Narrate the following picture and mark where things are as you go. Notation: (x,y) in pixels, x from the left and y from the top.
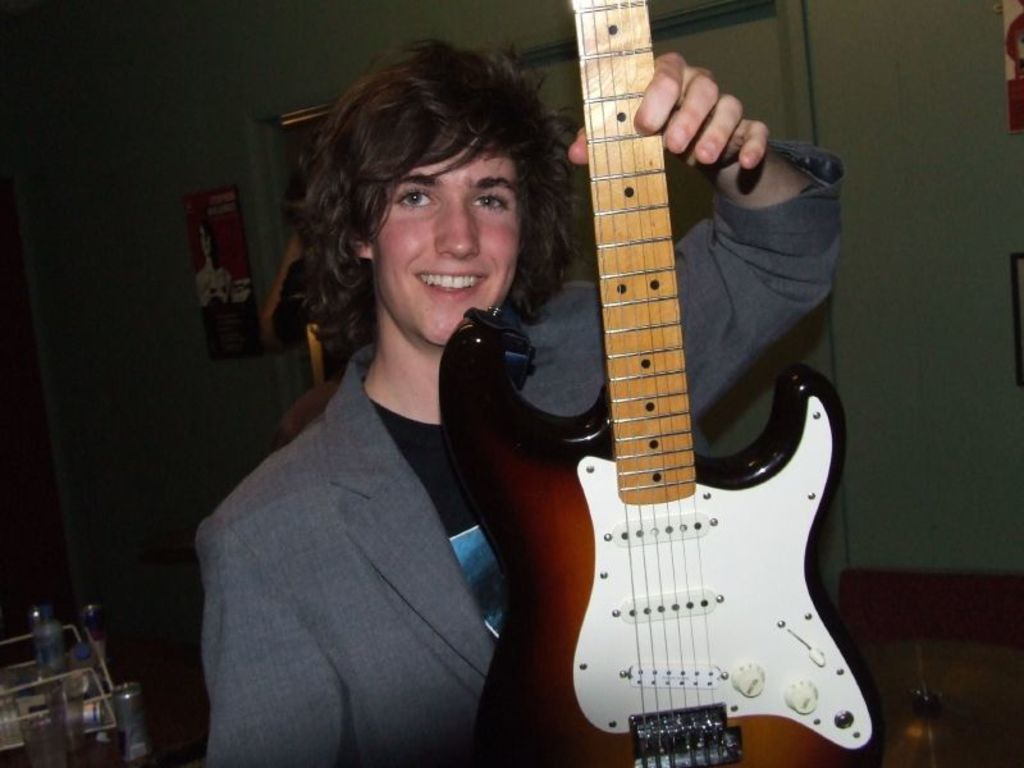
On the background (133,298) we can see a wall (183,299) and a photo frame (200,287) over it. here we can see bottles (88,722) and glasses (66,745). In Front of the picture we can see one person (519,237) with shaggy hair (466,144), wearing a blazer (369,508) and he is holding a guitar (611,299) in his hand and he holds a pretty smile on his face (442,301).
